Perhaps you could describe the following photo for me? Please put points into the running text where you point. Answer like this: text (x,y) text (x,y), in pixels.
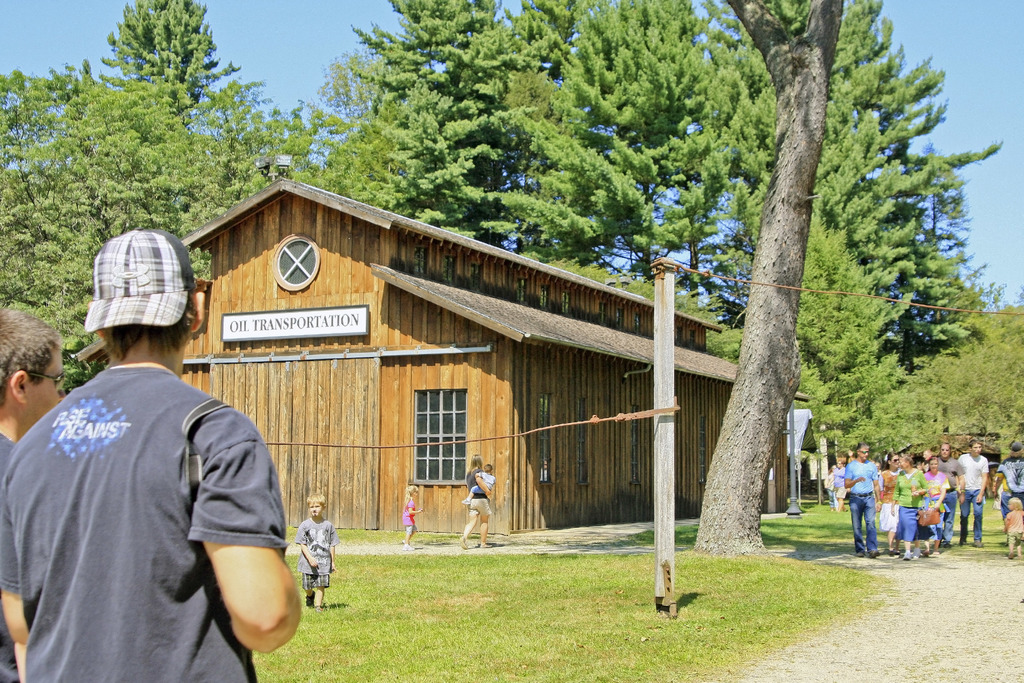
On the left side (116,446) two men (133,489) are standing, in the middle (540,398) it is a wooden house (487,398). On the right side (960,497) a group of people (917,497) are walking, there are trees (461,123) in this image.
